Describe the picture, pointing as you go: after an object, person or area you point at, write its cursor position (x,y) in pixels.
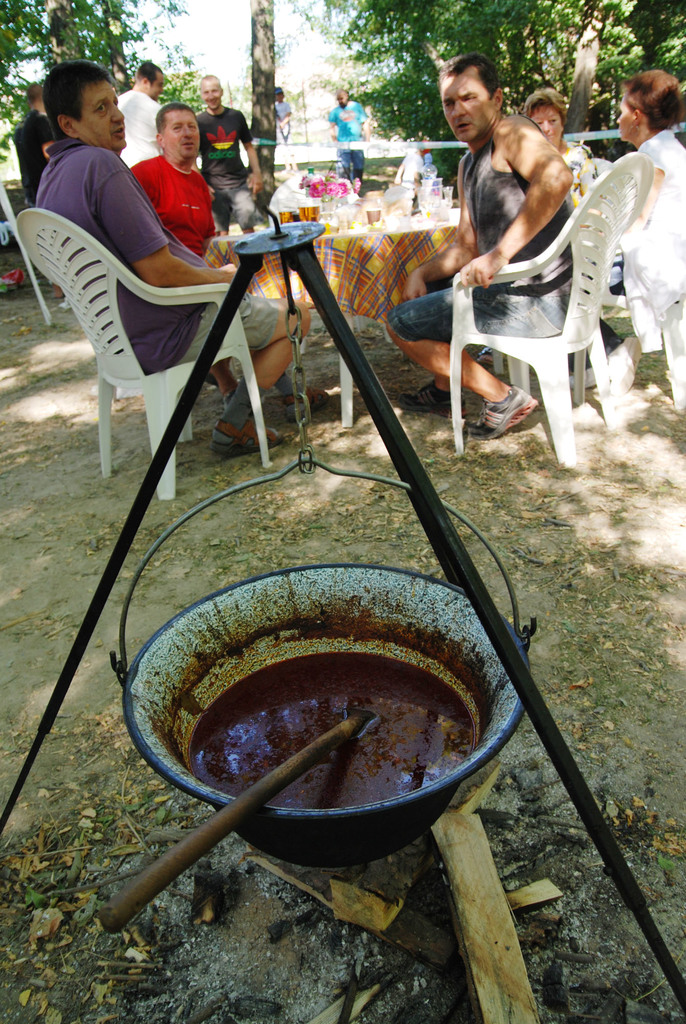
In the foreground of the image (292,623) there is like a bucket (258,651) with a wooden stick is hanging to the rods (162,457), below that there are a few wooden sticks (343,886) on the grass (290,943), behind that there are a few people (678,272) standing and sitting around the table (352,231) on which there are a few objects (361,206). In the background (611,0) there are trees (106,52).
